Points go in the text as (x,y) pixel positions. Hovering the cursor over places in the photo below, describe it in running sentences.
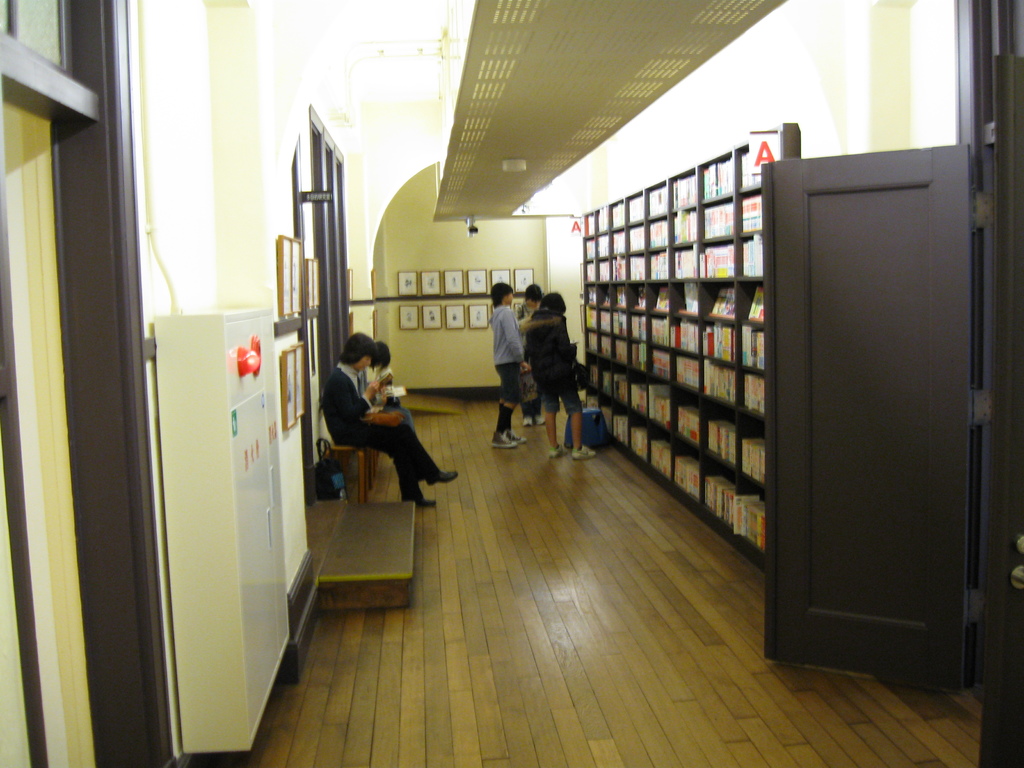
In this picture I can see three persons (572,377) standing, there are two persons (387,407) sitting, there are books (758,264) in the racks (648,249), there are boards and some other objects (912,388), and in the background (426,313) there are frames (438,272) attached to the wall (505,264).
